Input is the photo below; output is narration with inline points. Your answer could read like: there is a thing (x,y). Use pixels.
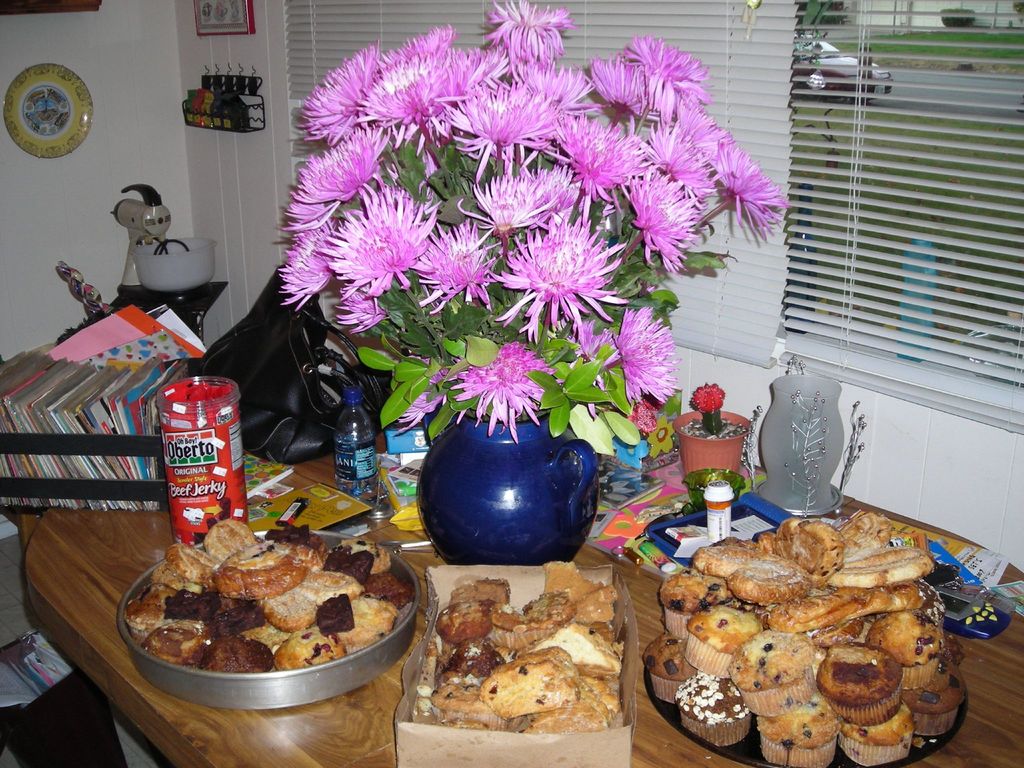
In this image I can see a table (277,719). On this table (293,715) few plates (269,700), bottles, flower pot (479,468) and some dishes (298,602) are placed. In the background (226,199) I can see a wall (96,191) and window (901,163).
